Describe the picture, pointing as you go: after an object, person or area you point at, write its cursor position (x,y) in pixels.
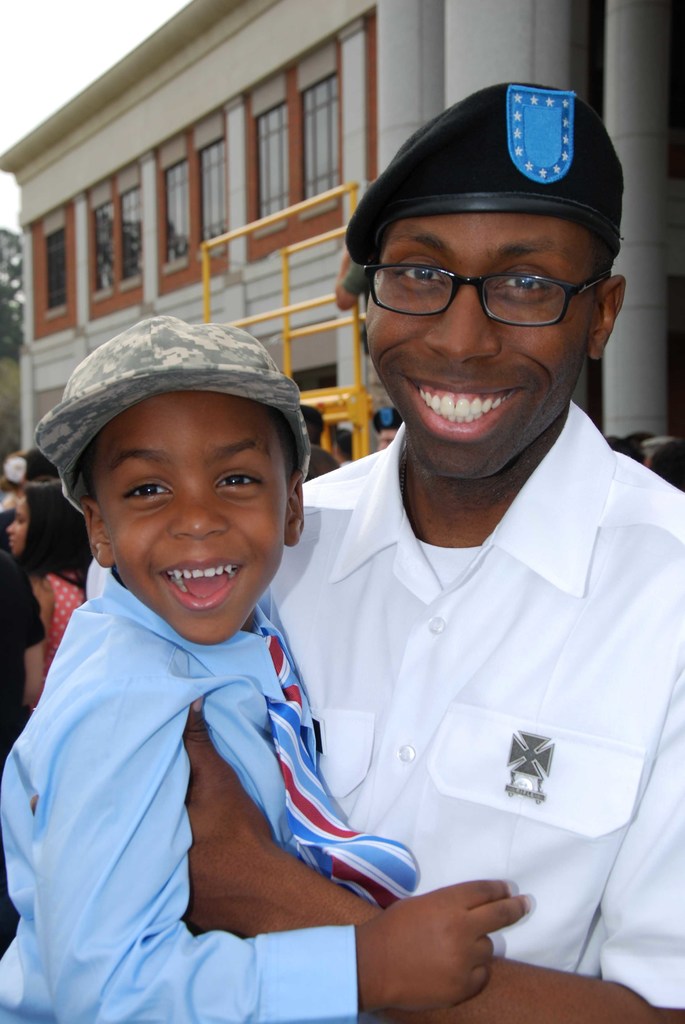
In this picture we can see a man (382,827) holding a boy (211,662) with his hand (302,878) and both of them are smiling and in the background (258,254) we can see a building (268,256) with windows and a group of people (309,414).
